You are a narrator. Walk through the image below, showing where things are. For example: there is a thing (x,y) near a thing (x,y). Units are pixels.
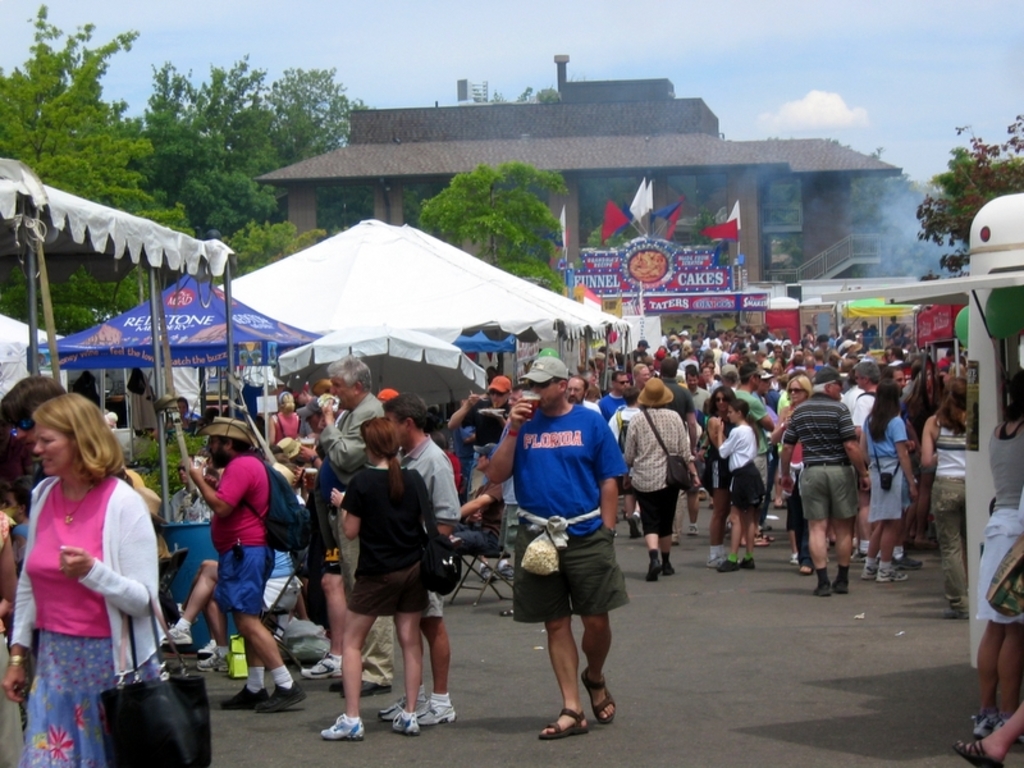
In this image there are a few people (568,498) walking on the road (486,565) and there are a few people (266,594) sitting on the chairs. There are tents (460,271). In the background of the image (104,297) there are trees (298,244), building (764,235), flags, boards (645,268) with some text (711,276) on it. At the top of the image (758,114) there are clouds (821,108) in the sky (901,91).
